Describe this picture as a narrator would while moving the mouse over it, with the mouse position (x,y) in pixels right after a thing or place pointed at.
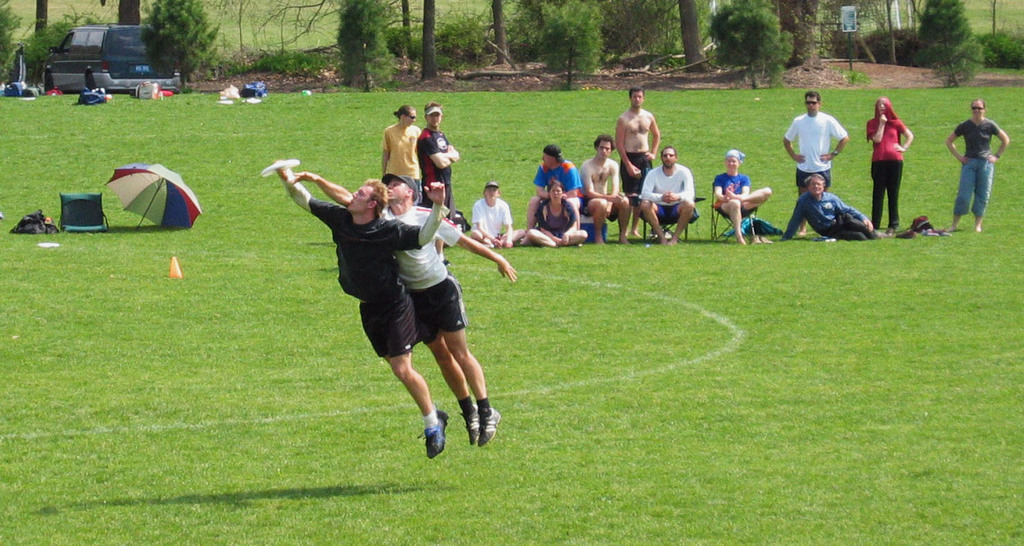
In this image I can see two people (440,361) jumping in the air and wearing the different color dresses (417,282). I can see one person (289,190) holding the Frisbee (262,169). To the back of these people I can see the umbrella (132,193) and some objects (74,228) on the ground (94,257). In the back (124,64) I can see the vehicle (110,54). To the side of the vehicle (110,54) there are many objects (33,94) on the ground (233,74). In the back (557,14) there are many trees (599,31) and the board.
